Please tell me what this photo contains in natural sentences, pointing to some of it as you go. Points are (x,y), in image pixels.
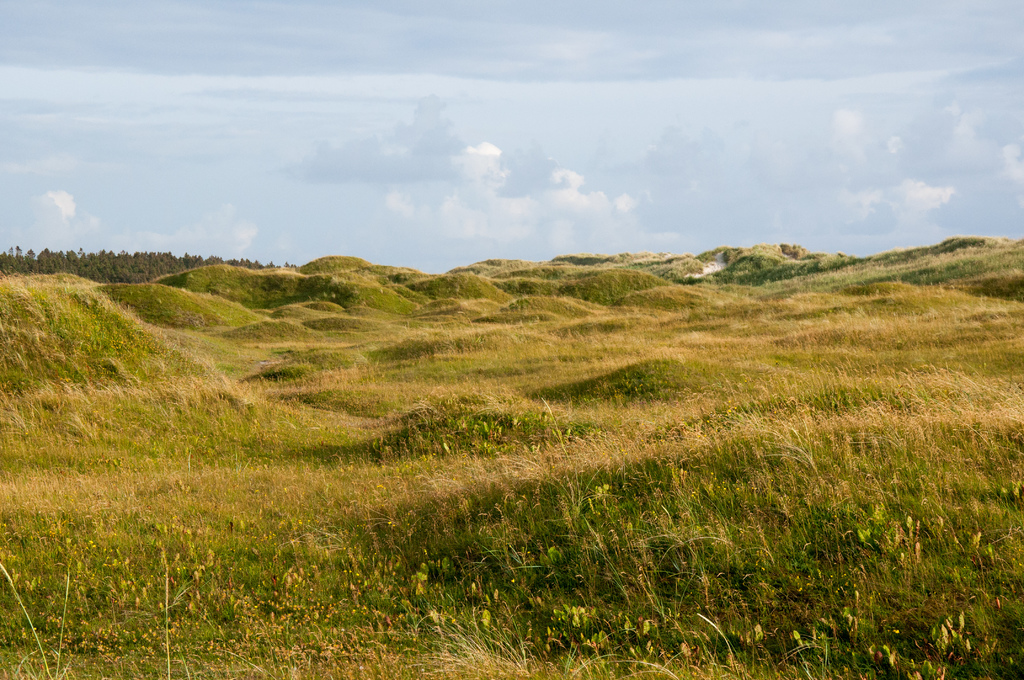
In this image there are grass (758,576), plants (512,423), trees (78,266), sky (176,226).
